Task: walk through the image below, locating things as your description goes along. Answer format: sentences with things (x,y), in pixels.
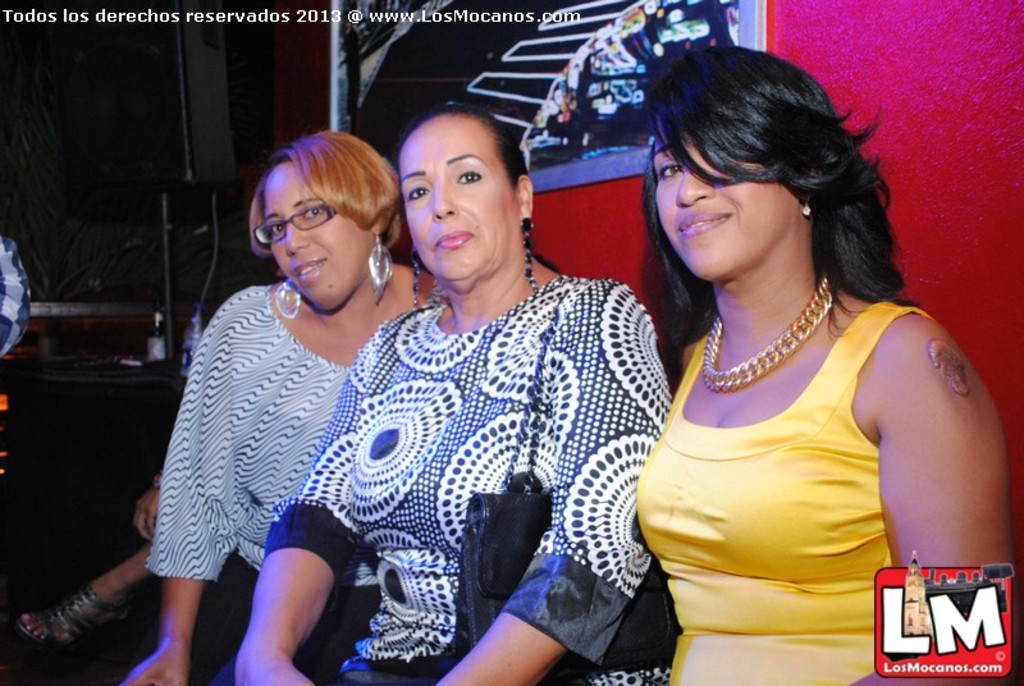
In this image, I can see three women (462,392). In the bottom left side of the image (93,585), I can see a leg (120,568) and a hand (142,537) of a person (108,581). In the background (195,330), there are bottles (162,342), a speaker (126,160) with a stand (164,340) and few other objects (127,363). Behind the women (524,403), I can see a photo frame (541,43) attached to the wall (826,42). At the top of the image (541,13) and in the bottom right corner of the image (941,593), I can see the watermarks (891,590).
